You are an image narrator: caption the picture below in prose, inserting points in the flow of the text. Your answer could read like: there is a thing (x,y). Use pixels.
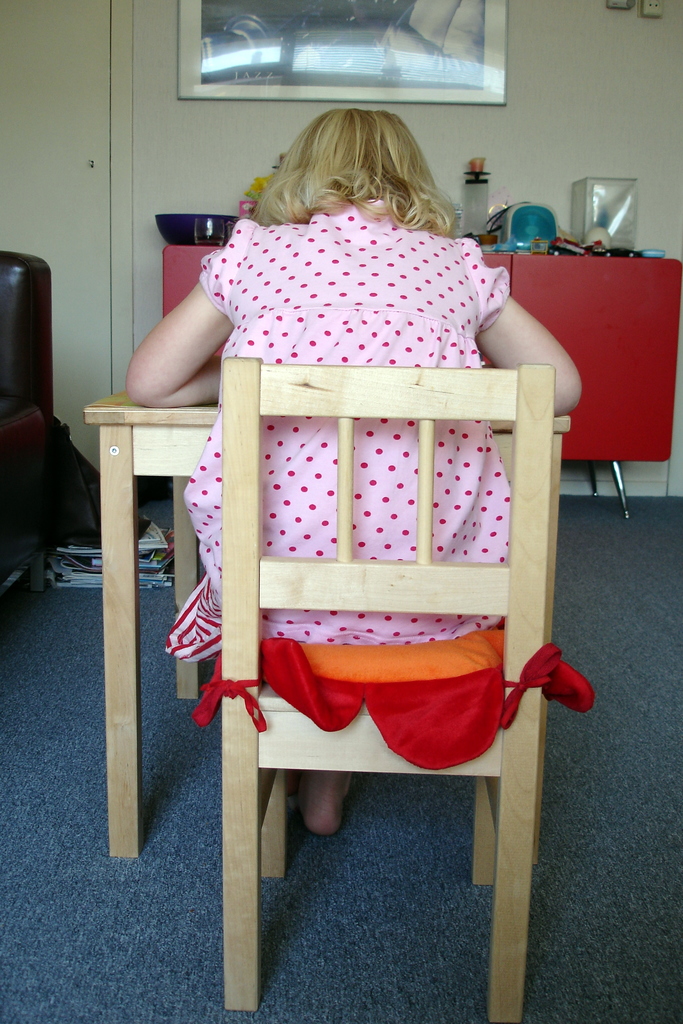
Here a girl (295,790) is sitting on the chair (306,758) and resting her hands (149,347) in the table (186,476) in the middle of an image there is a wall (204,153) and a photograph (264,70) on the wall (196,164).
